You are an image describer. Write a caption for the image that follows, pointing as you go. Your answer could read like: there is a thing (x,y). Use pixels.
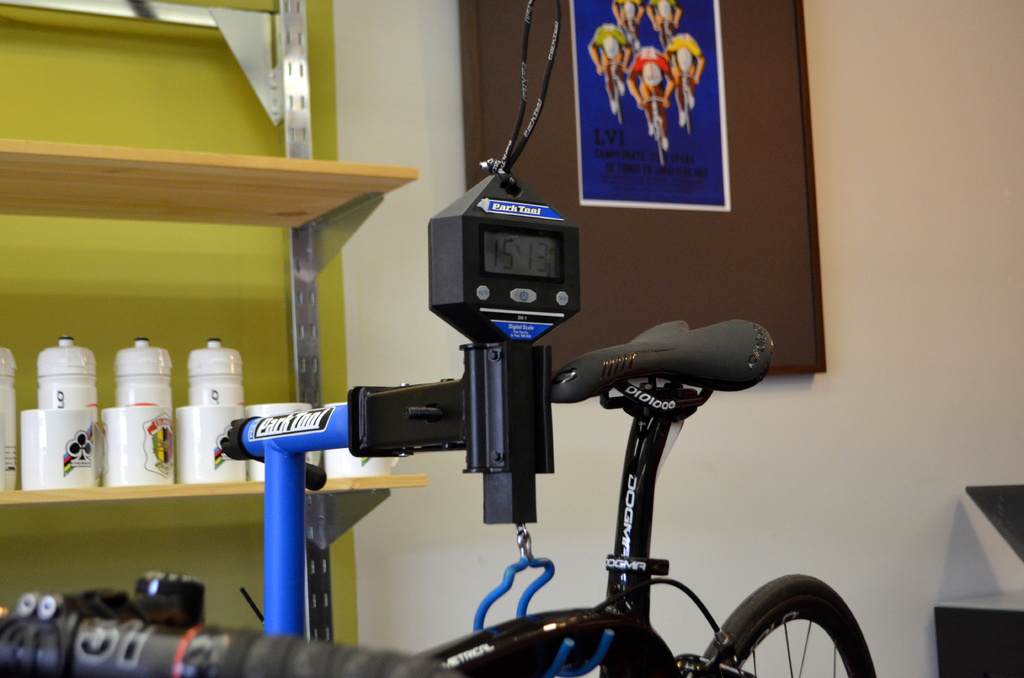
In this picture, we see a bicycle (635,471). Beside that, we see a meter (464,311) which is displaying the digits (523,262). On the left side (304,245), we see a rack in which cups (155,436) and the water bottles (10,353) are placed. Behind that, we see a wall (380,324) in green and white color. We see a board (703,286) in brown color with a poster (690,81) pasted on it. This board (765,170) is placed on the wall (907,311). In the right bottom (987,636), we see a table (993,650) in white and black color.
